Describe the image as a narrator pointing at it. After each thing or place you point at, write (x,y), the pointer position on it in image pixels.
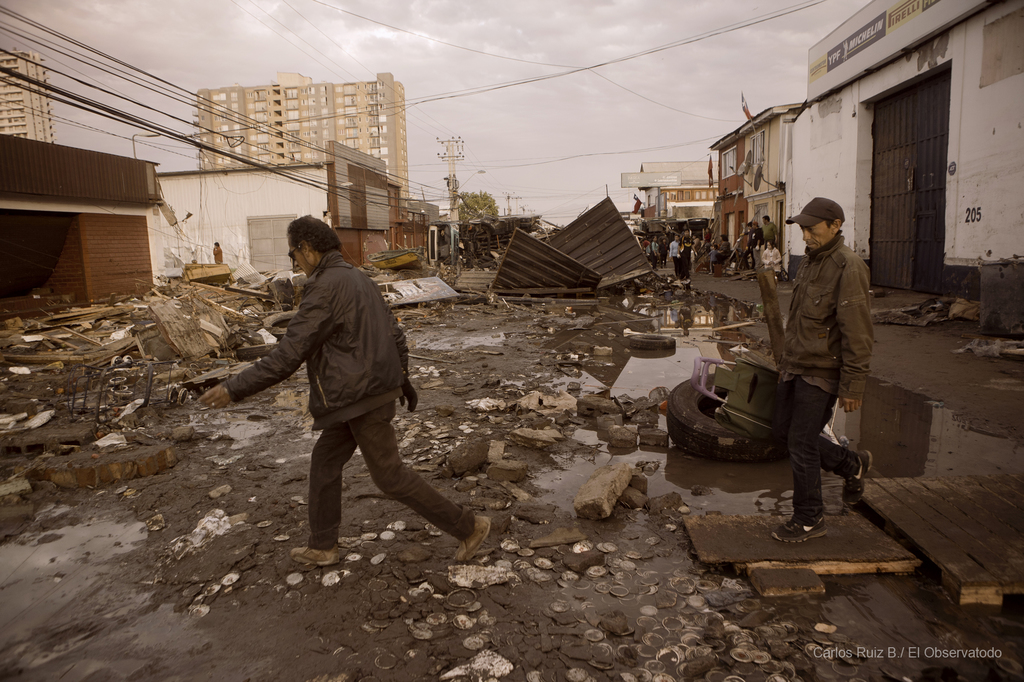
In the image in the center (379,438) we can see two people (846,458) were walking and they were holding some objects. In the background (538,104) we can see the sky (740,21), clouds (751,60), wires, buildings (352,91), trees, poles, waste items (473,228) and few people (725,253) were standing.
